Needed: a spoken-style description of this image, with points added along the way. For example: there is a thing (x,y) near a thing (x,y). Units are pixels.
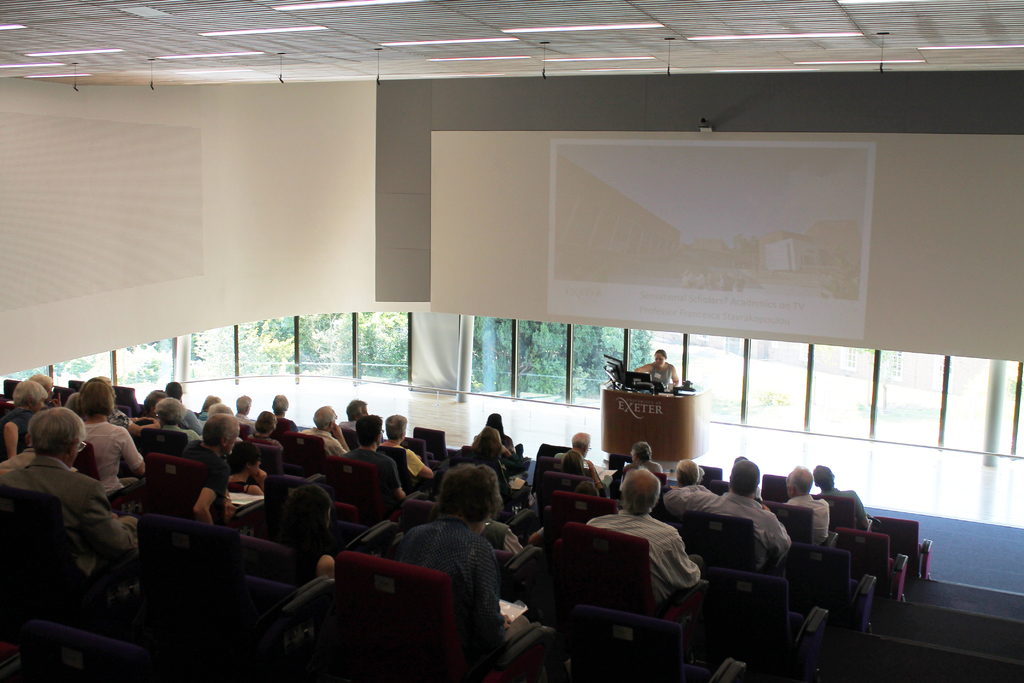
It is a seminar hall (362,541) in a University, lot of people (122,434) are sitting in the chairs (615,630) and paying attention to the presentation (696,198) being displayed the picture in front of them, there is a big table (667,418) and a person (669,383) standing behind the table (647,401) the person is explaining about the presentation (698,240), in the background (328,348) there are glass Windows (580,362) behind the window (534,350) there are some trees (558,357) and buildings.
